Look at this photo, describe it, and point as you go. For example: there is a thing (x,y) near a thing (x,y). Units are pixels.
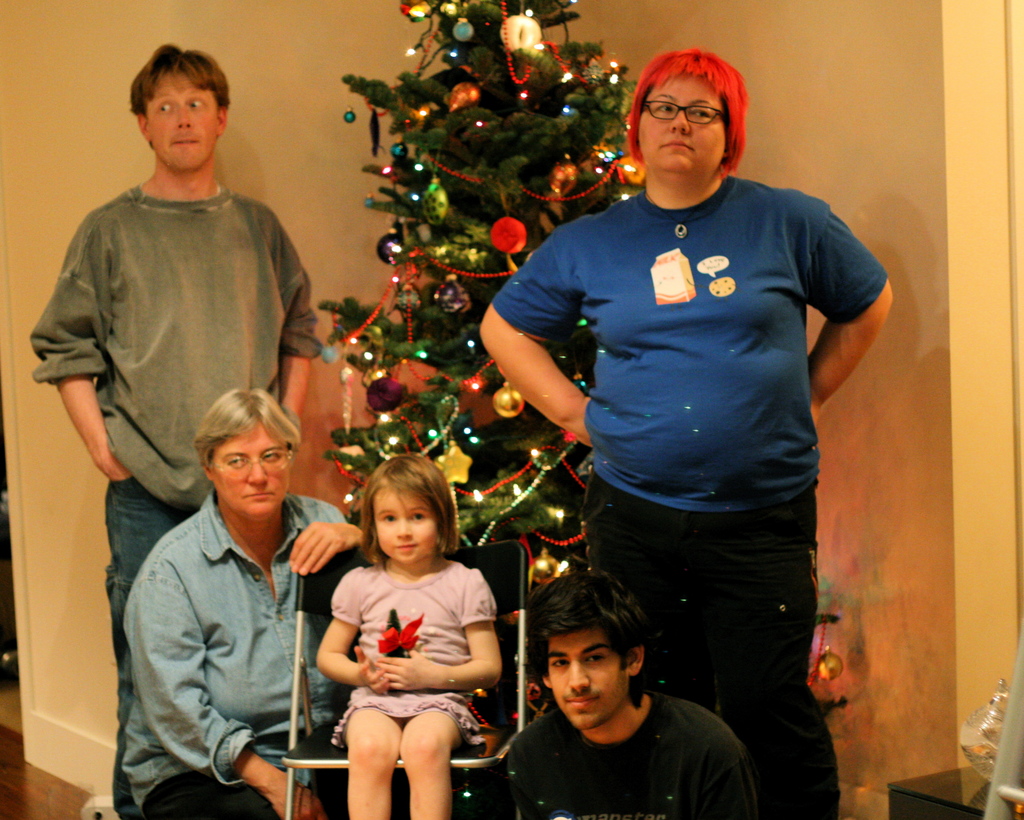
In this picture we can see a group of people (114,290), one girl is sitting on a chair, she is holding an object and in the background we can see a wall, Christmas tree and some objects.
